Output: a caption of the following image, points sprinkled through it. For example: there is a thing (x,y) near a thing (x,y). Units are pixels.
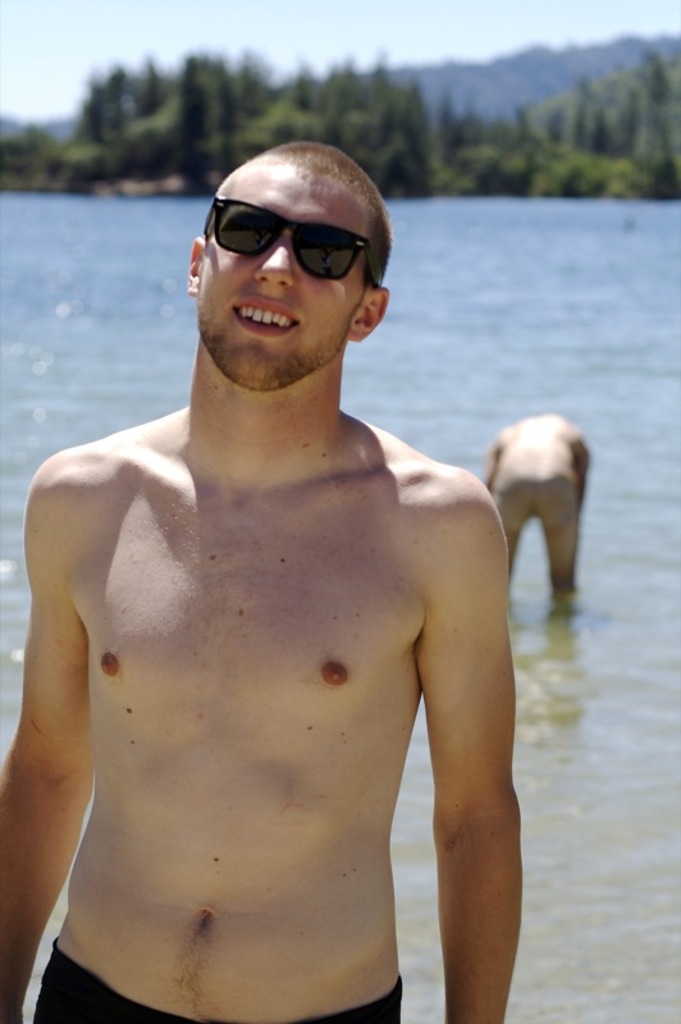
In this picture we can see a person (202,610) wearing goggles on his eyes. There is another person (529,459) in the water (23,259). We can see a few trees (358,81) in the background (267,93). Background (33,43) is blurry.
